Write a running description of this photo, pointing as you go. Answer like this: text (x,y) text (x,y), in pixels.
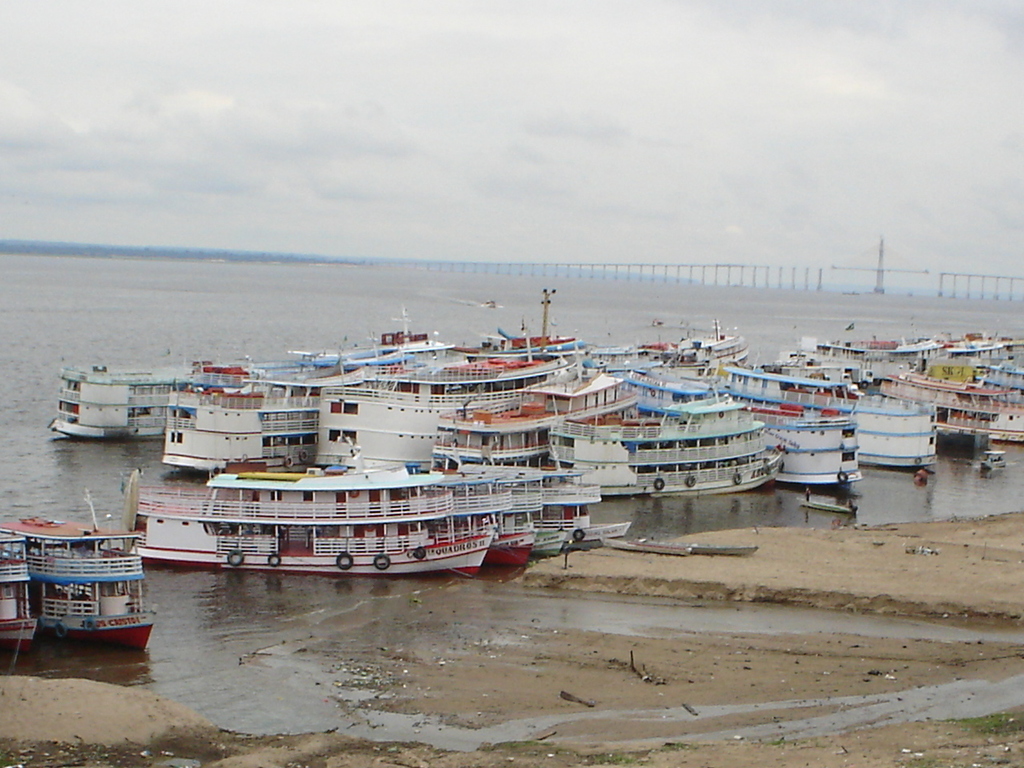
In the given image i can see a boats (575,443), water (700,301), fence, sand (1006,742) and sky (454,148).
